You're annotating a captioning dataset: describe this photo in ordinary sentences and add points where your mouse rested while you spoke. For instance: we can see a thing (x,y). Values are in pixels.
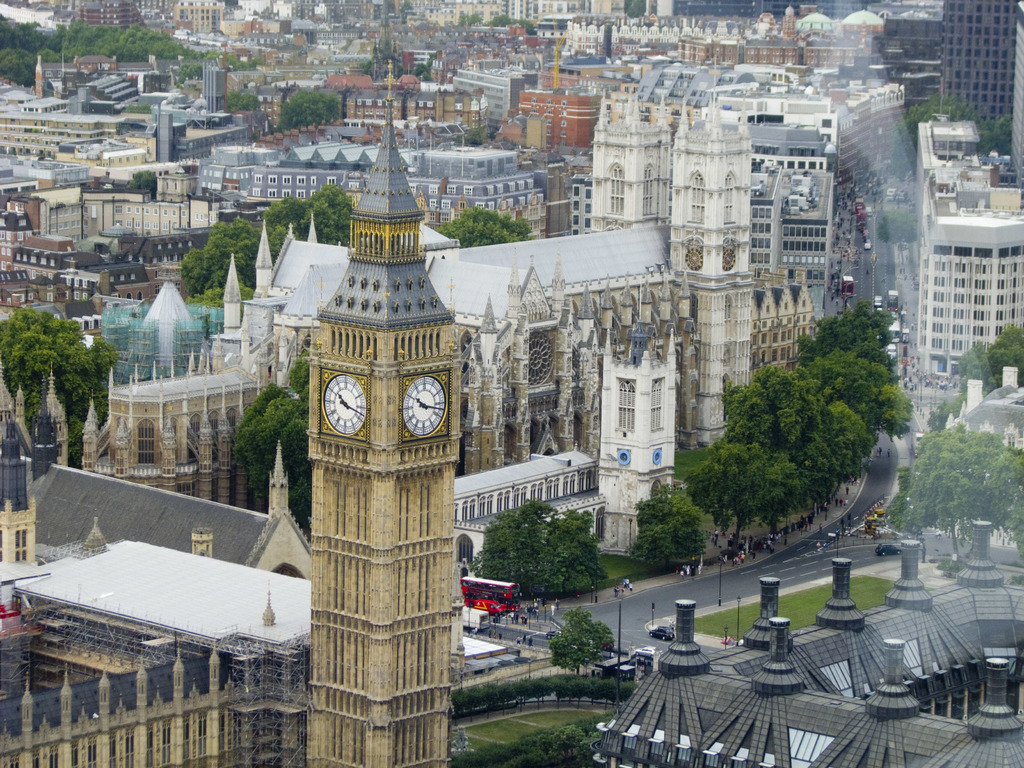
In this image we can see aerial view. In this image we can see clock tower (403,386), trees (818,390), road (694,598), vehicles (663,636), poles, buildings (643,212) and persons (597,595).
